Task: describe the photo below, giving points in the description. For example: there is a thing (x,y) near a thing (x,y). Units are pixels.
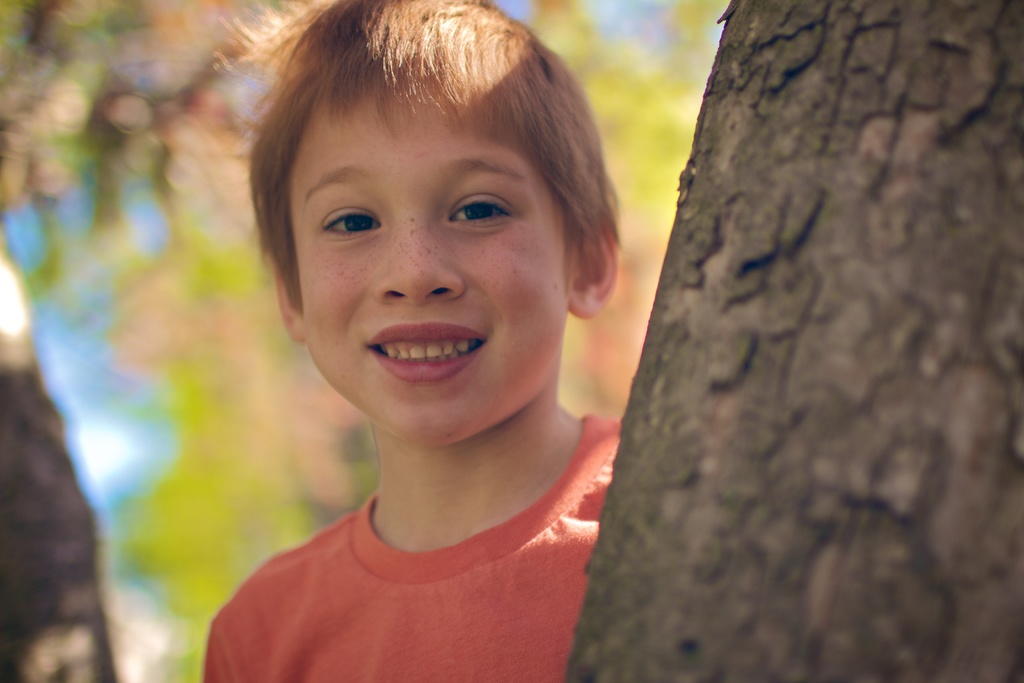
This image is taken outdoors. In this image the background (150,592) is a little blurred. On the left side of the image (45,575) there is a tree (41,522). On the right side of the image (760,166) there is a bark (703,442) of a tree (831,585). In the middle of the image (418,368) there is a kid (388,647) and he is with a smiling face (418,365).
